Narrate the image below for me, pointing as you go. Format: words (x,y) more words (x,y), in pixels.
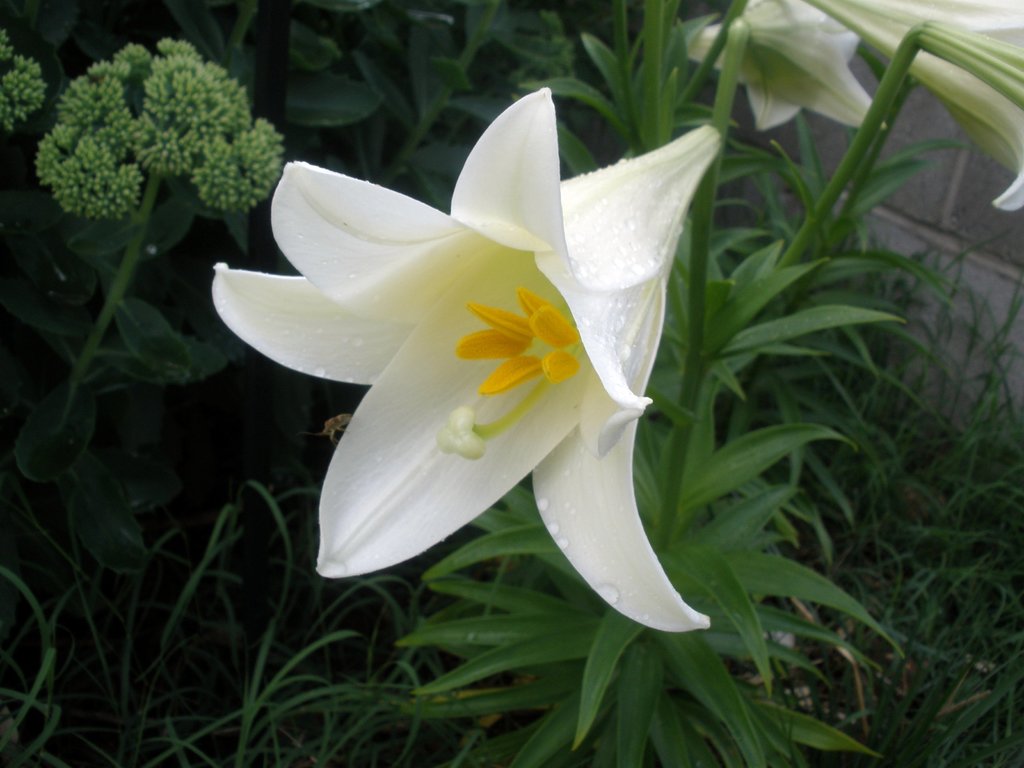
Here we can see flowers (491,447), plants (496,547), and grass (33,724). In the background (995,299) there is a wall (964,296).
